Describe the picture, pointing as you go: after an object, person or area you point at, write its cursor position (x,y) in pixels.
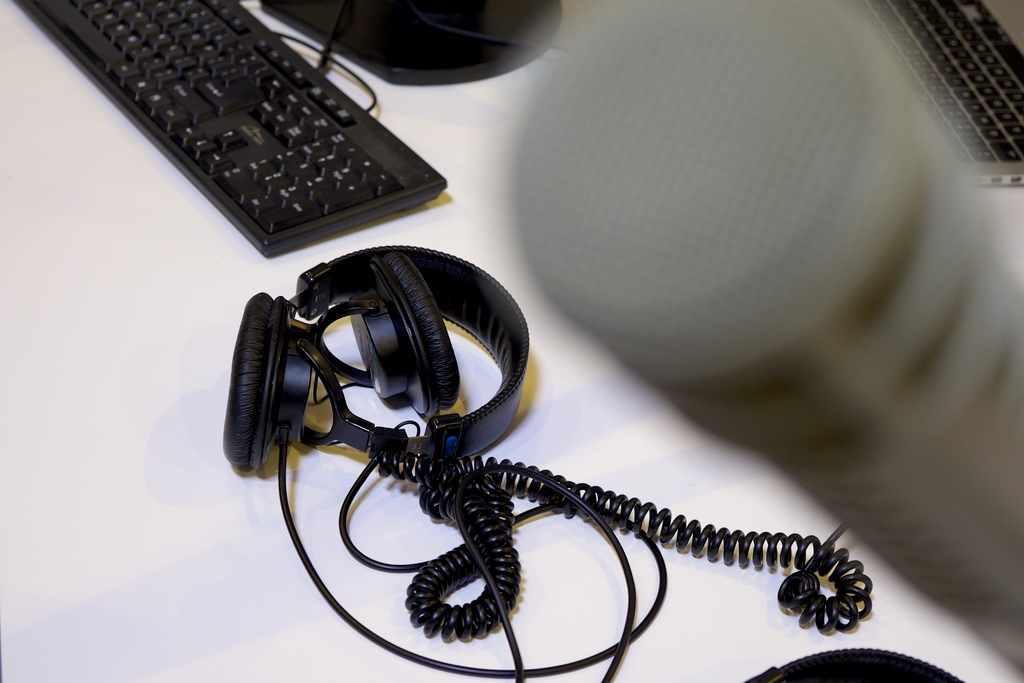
In this image we can see a mic (707,160). On the right side (853,243) it is looking blur. Also there is a headset (316,356), wire (428,496) and keyboard (253,223) on a white surface (259,632). In the right top corner (972,74) there is another keyboard (927,81).
